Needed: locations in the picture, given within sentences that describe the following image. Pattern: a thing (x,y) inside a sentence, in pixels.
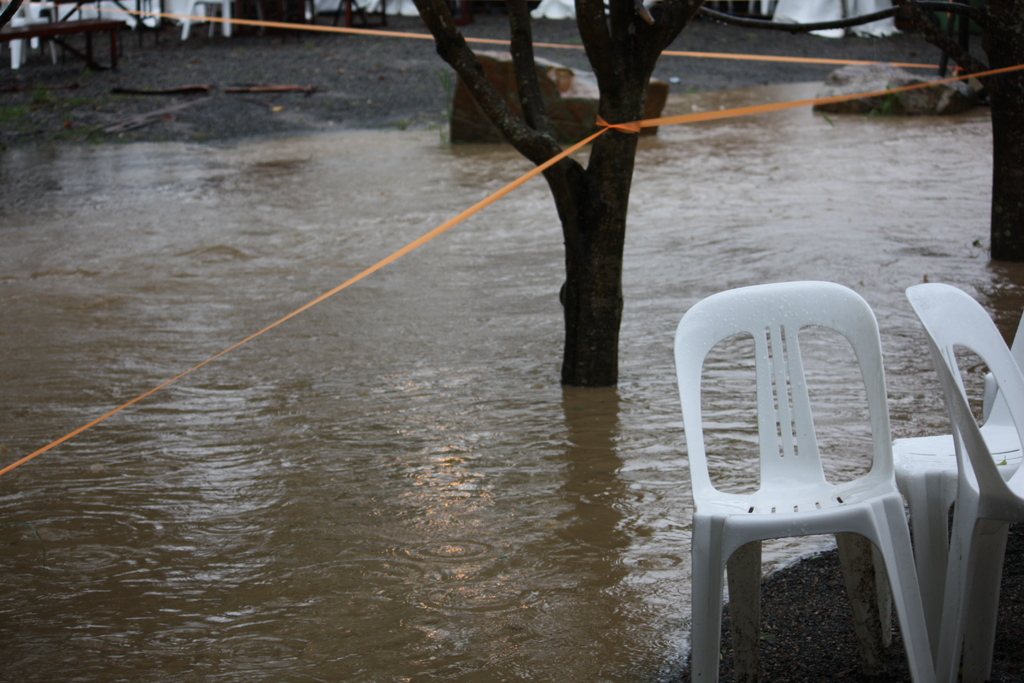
In this image I can see on the right side (843,297) there are white color chairs (880,399) in the middle (616,251) a tree (617,309) is in the water (497,426), there are orange color ropes (571,151) that are tied to this tree (607,119).
